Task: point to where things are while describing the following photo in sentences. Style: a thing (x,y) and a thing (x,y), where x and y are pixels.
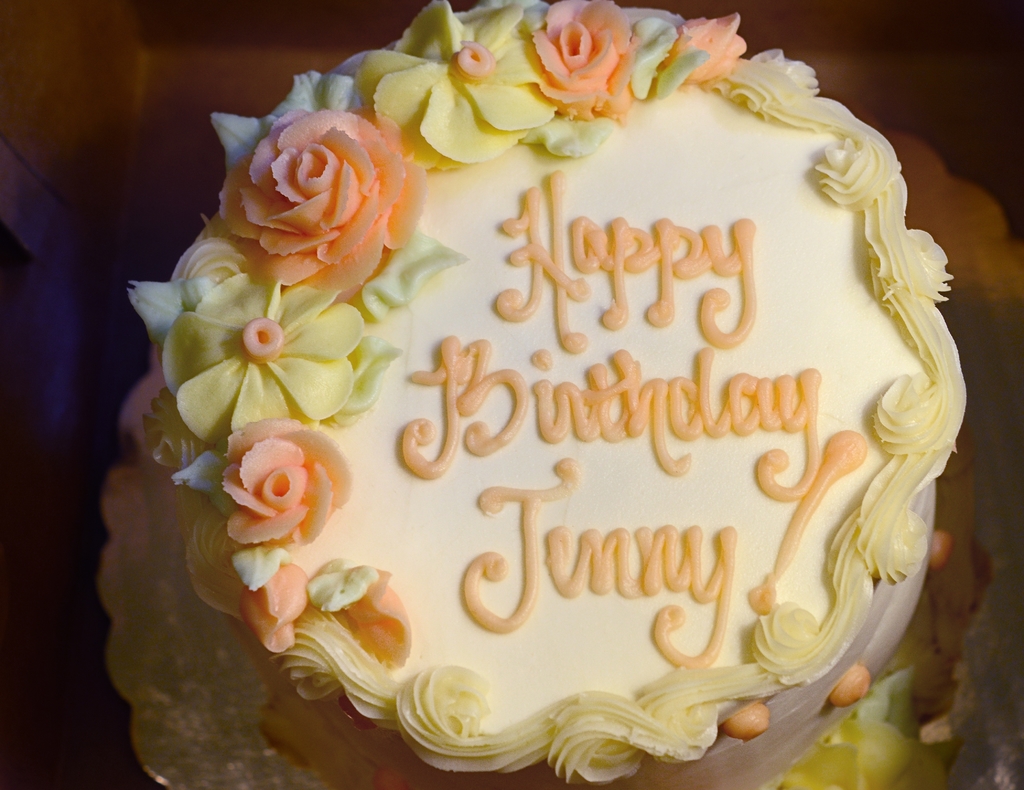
Here in this picture we can see a cake (417,228) with happy birthday wishes (765,404) present on it over there.
